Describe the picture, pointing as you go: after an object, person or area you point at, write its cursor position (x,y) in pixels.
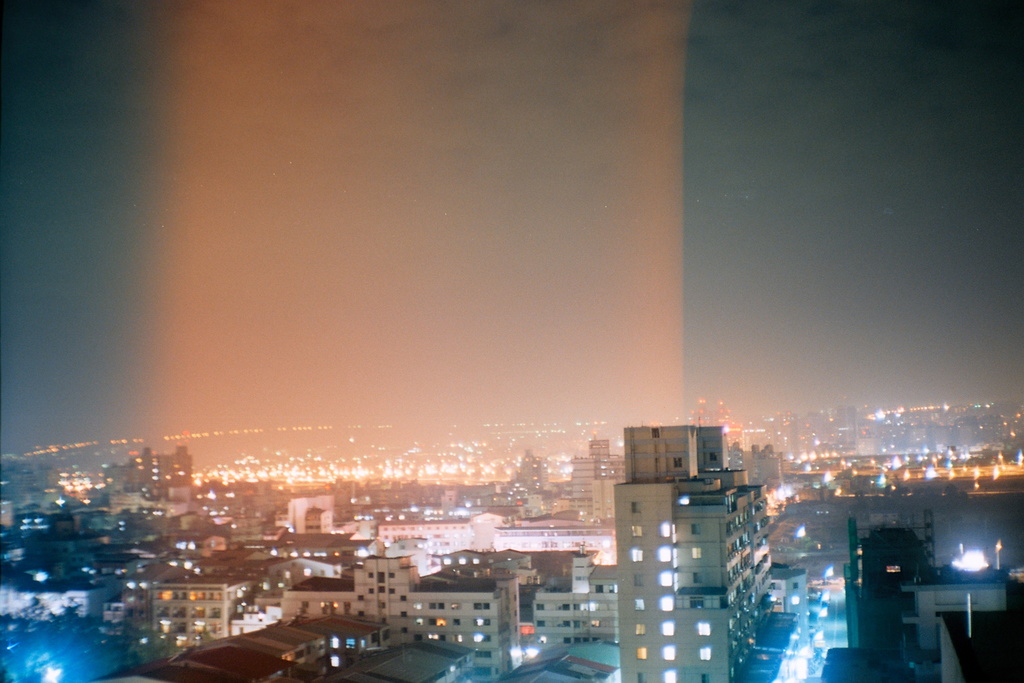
The picture is aerial view of a city (478,482). In the picture we can see lights (98,444) and buildings (539,578). In the background (390,355) it is sky (423,289).
